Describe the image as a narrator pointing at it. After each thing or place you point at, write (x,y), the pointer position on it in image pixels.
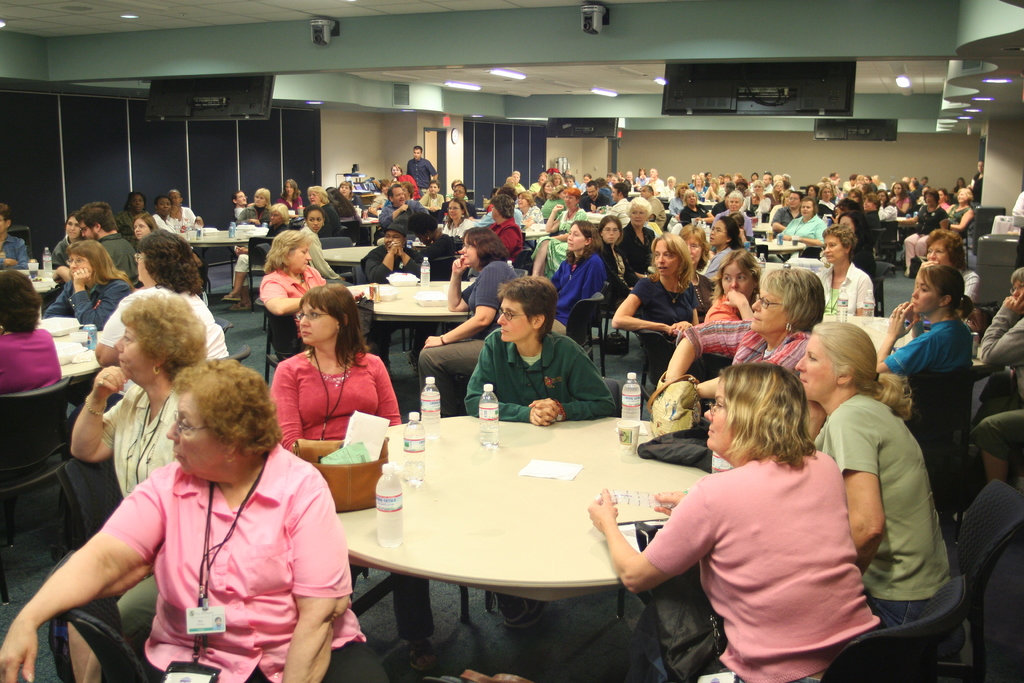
This picture is taken in a room (405,388). There are people (140,275) sitting around group of tables (501,481). In the center (519,453) there is a table (488,491), on the table (489,471) there are group of bottles (385,484), bag (383,447) and some papers (381,434). Towards the left corner (192,553) there is a woman (131,544) she is wearing pink shirt (220,531) and identity card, behind her there is another women (127,424) wearing a cream shirt (135,430). Towards the right (766,537) there is a woman (697,507) she is wearing a pink shirt (791,469) besides her there is another women (878,460) wearing a green t shirt (904,462). In the middle (526,291) there is a person (595,372) wearing a green t shirt (547,373). In the background (110,266) there are group of people (110,266). In the top (839,101) there are screens (731,80) and lights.
